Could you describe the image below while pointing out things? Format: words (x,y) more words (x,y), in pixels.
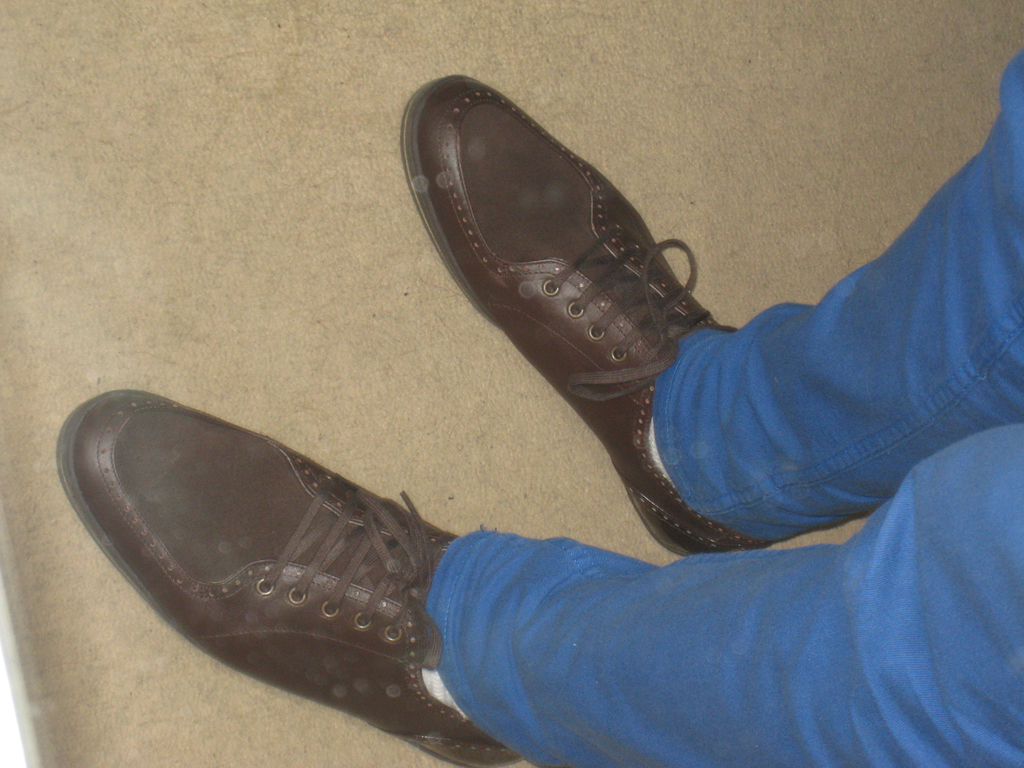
In this picture we can see the legs (551,661) of a person (291,496) wore shoes (272,483) on the floor (250,140).
